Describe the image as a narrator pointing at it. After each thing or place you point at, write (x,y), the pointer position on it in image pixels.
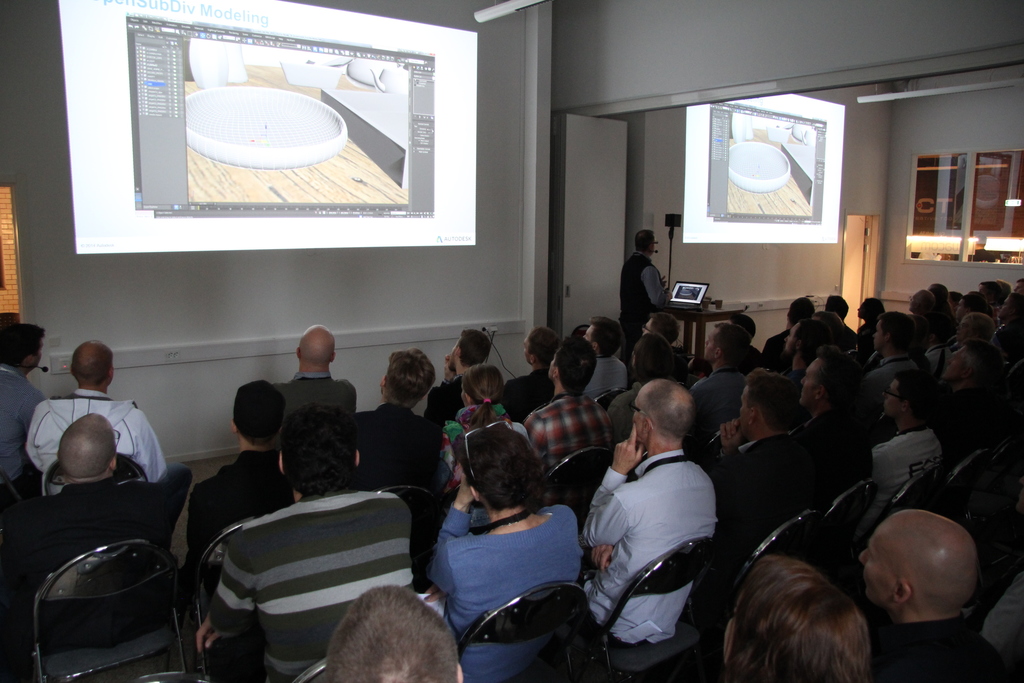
This is an inside view. At the bottom (34,531) many people (622,485) are sitting on the chairs (211,560) facing towards the back side (361,626). In the background (328,134) there are two screens (445,162) and there is a person (639,289) standing. In front of him there is a table (697,316) on which a laptop (681,301) and some other objects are placed. On the right side (950,197) there are glass windows (949,179) on the wall (941,146).
